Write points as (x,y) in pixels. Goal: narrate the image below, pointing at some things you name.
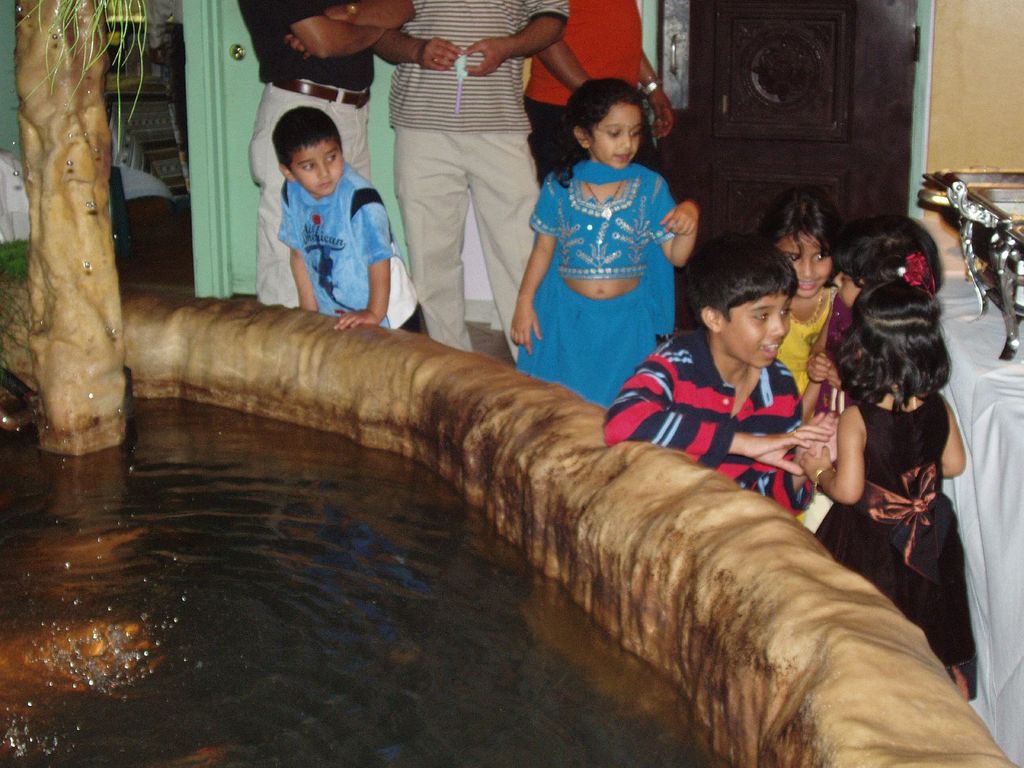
In this image, we can see kids (737,258) beside the water tank (729,548). There is a table (966,417) on the right side of the image (1020,406) contains dishes (991,253). There are three persons (627,74) at the top of the image (401,17) standing in front of the wall (225,118). There is a door (708,78) in the top right of the image (837,78). There is a stem (64,320) on the left side of the image (77,390).
